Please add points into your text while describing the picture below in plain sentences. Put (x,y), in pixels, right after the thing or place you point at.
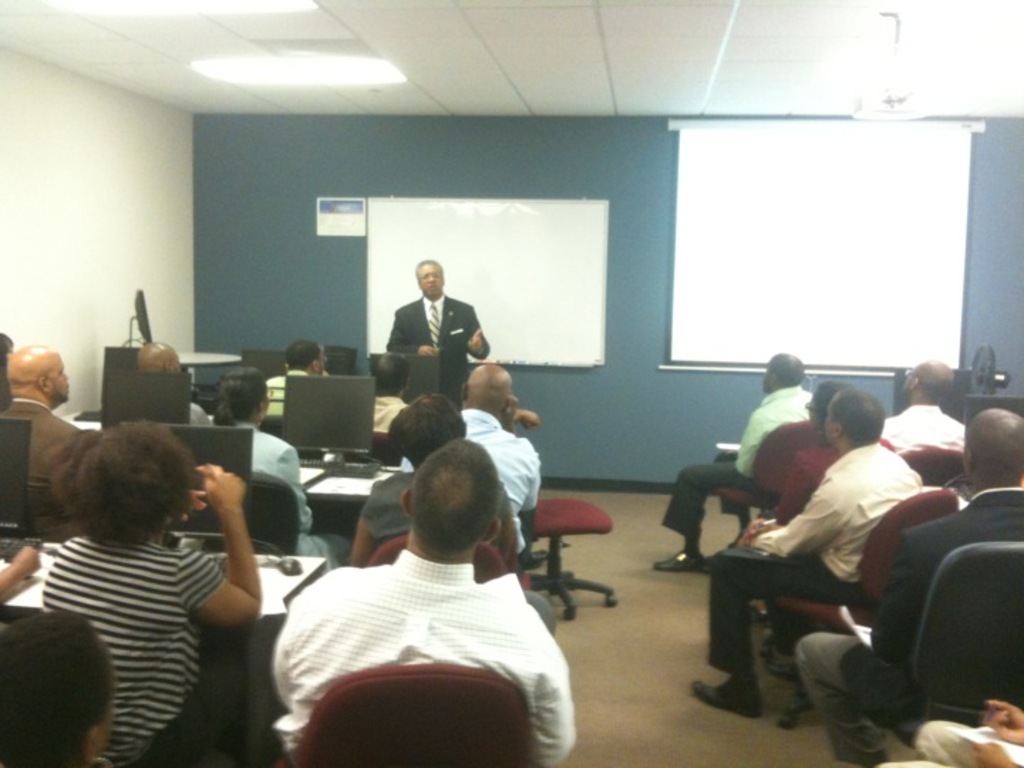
In the image there are many people (404,437) sitting on the chairs (967,659). There are tables (209,553) with monitors (322,447). There is a man (443,351) with black jacket (442,340) is standing. Behind him there is a wall (221,312) with screen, board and a frame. At the top of the image (947,26) there is a roof (433,34) with lights (192,6) and projector (862,99).
